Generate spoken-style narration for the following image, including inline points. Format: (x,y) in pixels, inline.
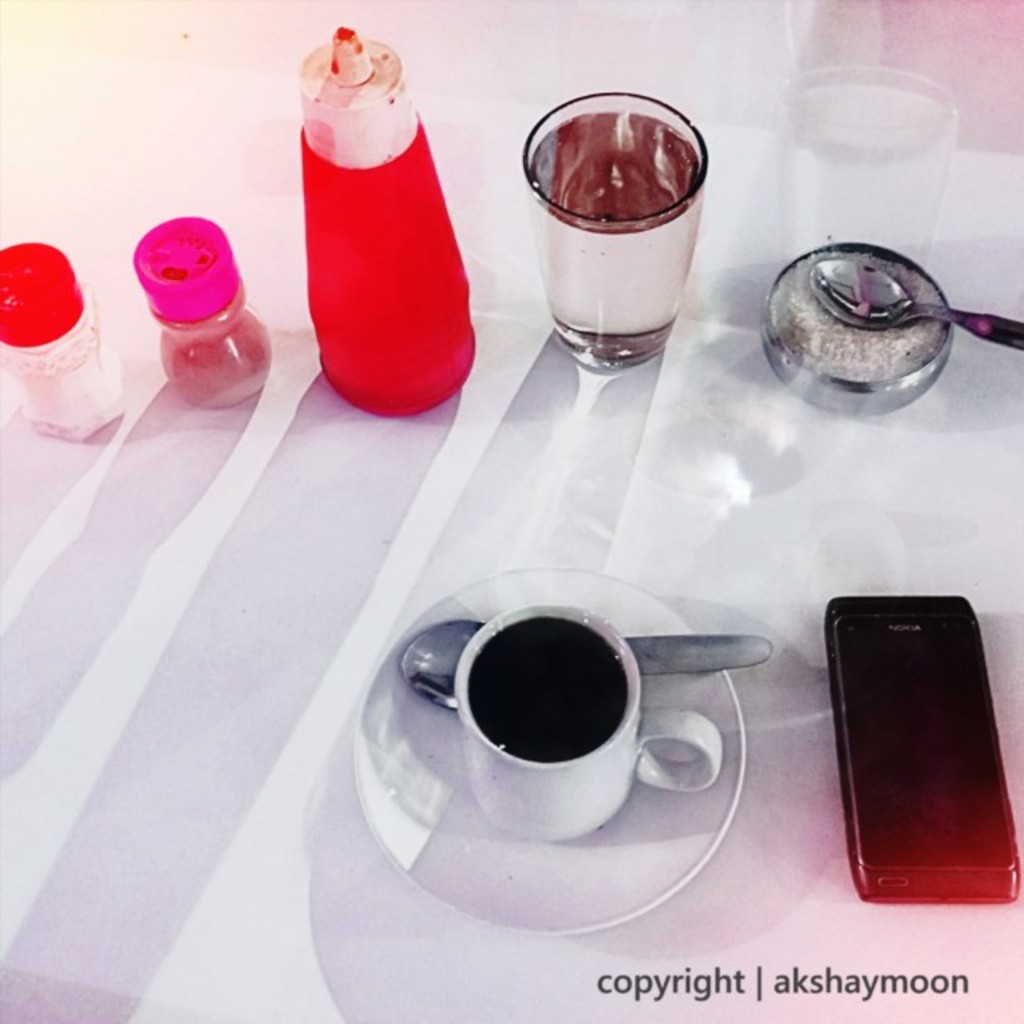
There is a table (227,518). On the table (131,735) there are cup (561,808) with coffee (519,753), saucer (549,919), spoon (766,646), mobile (900,628), bowl (872,376) with spoon (884,323), glass (638,291) with water (599,202), sauce bottle (414,236), and other two bottles (179,360).
